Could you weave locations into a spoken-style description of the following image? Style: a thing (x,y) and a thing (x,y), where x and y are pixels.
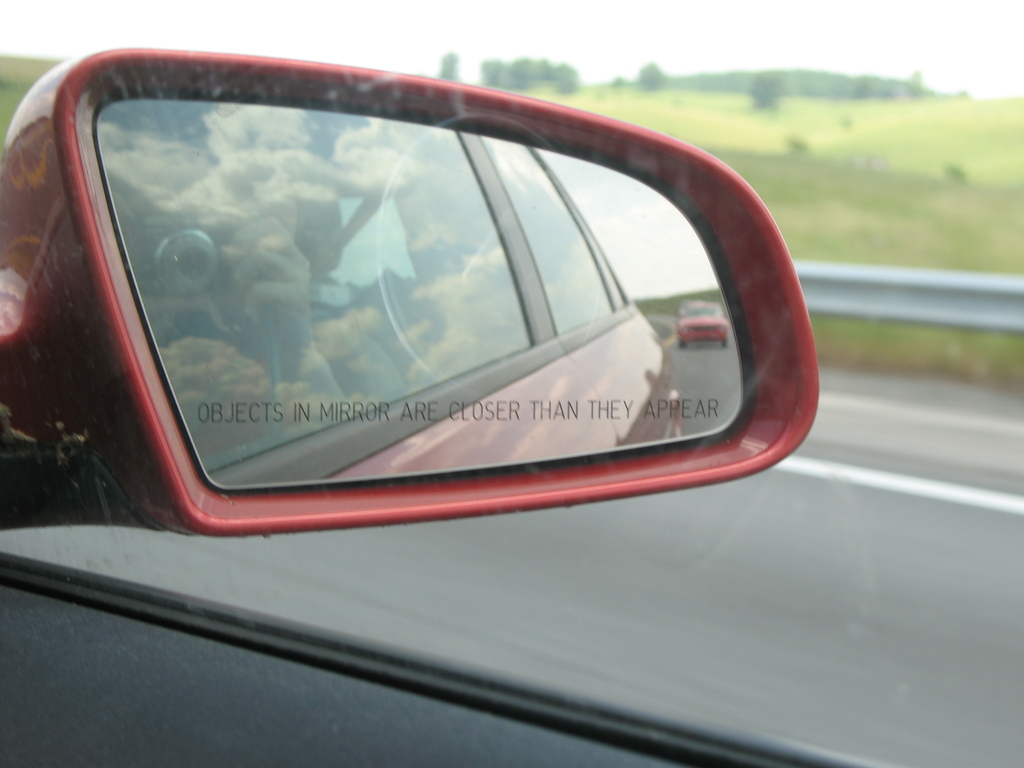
In the picture we can see a vehicle side mirror (626,495) with a red color frame (594,141) to it and beside it, we can see a road (876,450) and to it we can see railing (968,297) and behind it, we can see the grass surface (891,230) on it we can see some plants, hills (623,107) and sky (875,54).
